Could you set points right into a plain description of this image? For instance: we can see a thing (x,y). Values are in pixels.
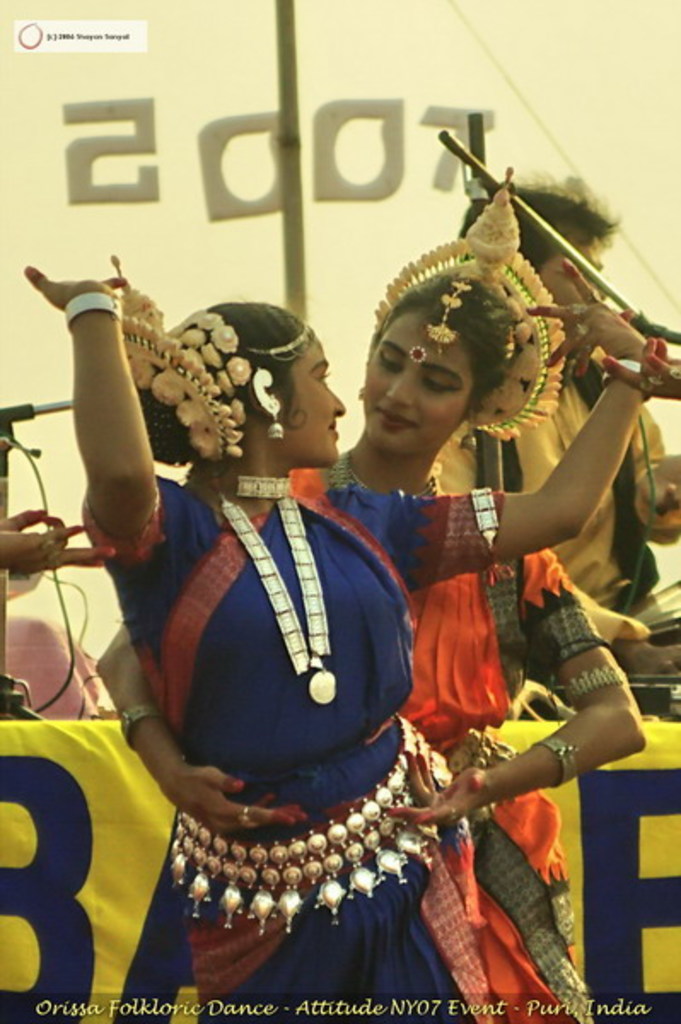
This picture is mainly highlighted with two women (141,331) in a classical attire (404,986). They both are dancing and looking at each other. Behind these two women (348,639) we can see a platform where a man (585,225) is sitting. This is a stick (290,59). On the left side of the picture (26,448) we can see a mike (22,451) and partial portion of the person (60,679) is visible who is sitting on the platform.
